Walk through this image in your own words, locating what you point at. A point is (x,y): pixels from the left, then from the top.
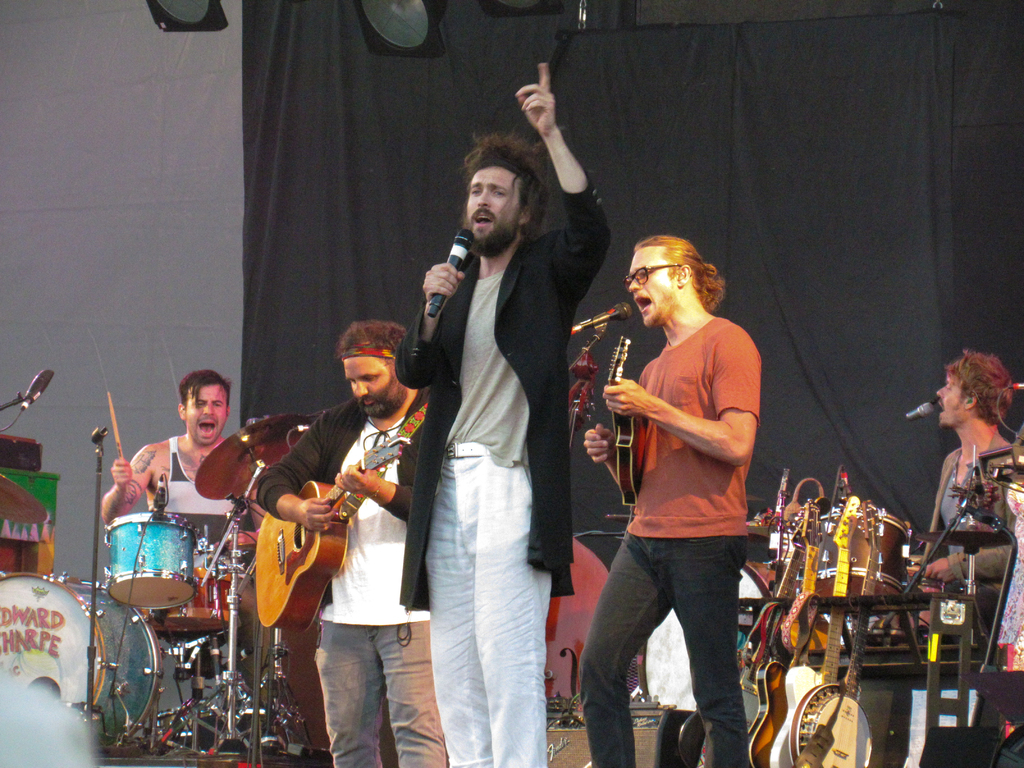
In this picture we can see a group of people (346,416) standing on stage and playing musical instruments (264,559) such as drums (163,580), guitar (316,550) and here person (504,327) in middle (422,318) singing on mic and in background (313,225) we can see curtain (340,93), lights (197,19).
